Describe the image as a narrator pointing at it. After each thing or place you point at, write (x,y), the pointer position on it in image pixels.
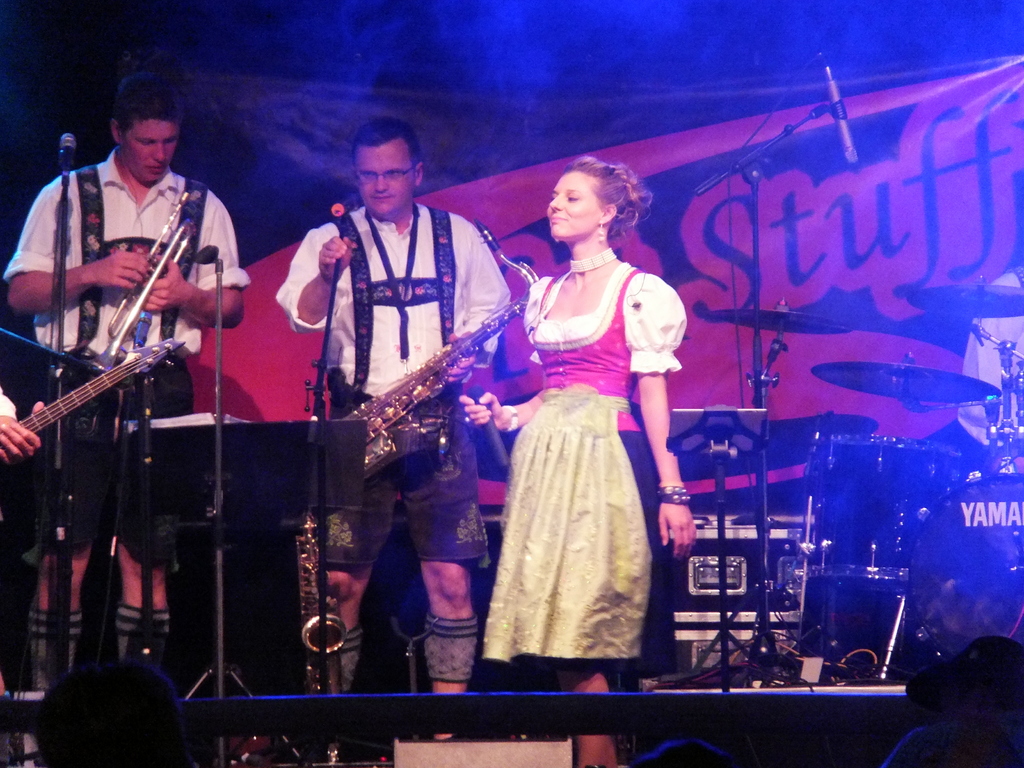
This picture shows two men (468,657) and one woman (595,285) performing with the musical instruments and woman (511,511) holds a microphone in her hand (508,413).
